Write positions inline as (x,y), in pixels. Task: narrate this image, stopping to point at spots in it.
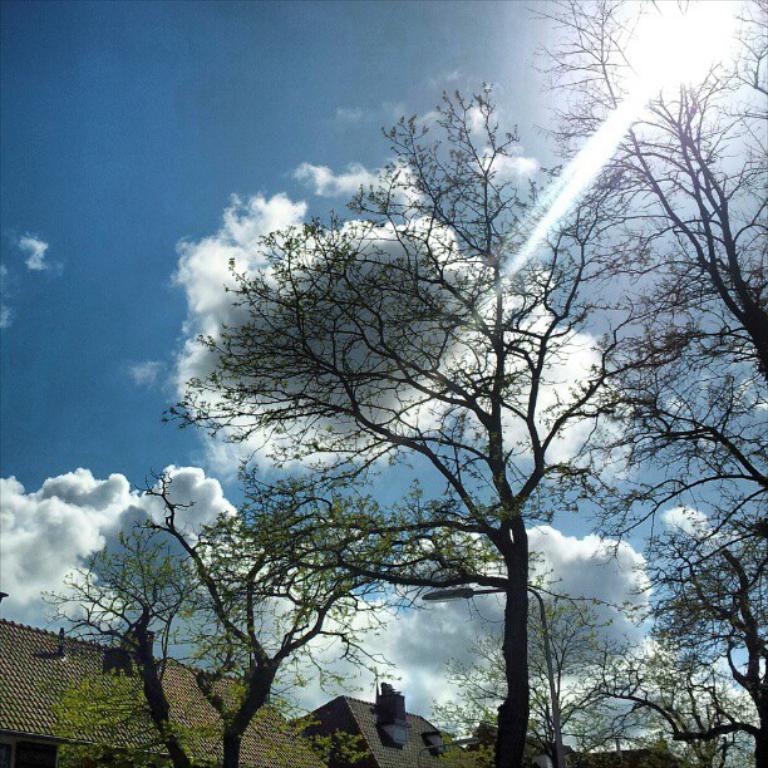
In this image we can see trees (251,688), houses (244,751), sky (156,345) and clouds (416,356).
